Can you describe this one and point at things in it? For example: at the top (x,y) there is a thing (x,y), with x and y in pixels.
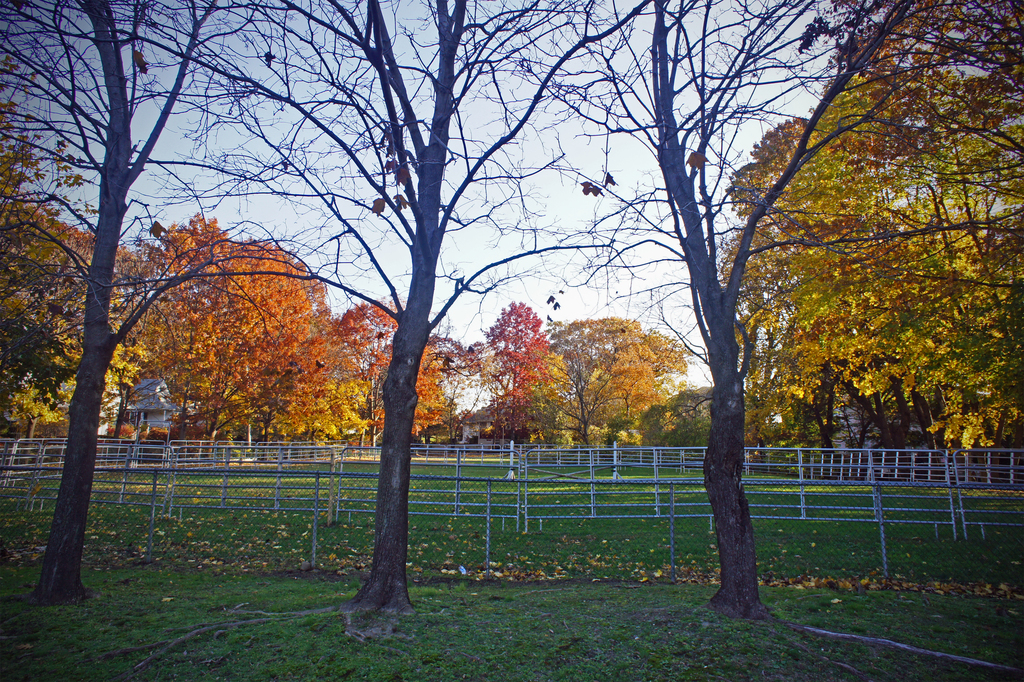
In this image I can see some grass (523,622) on the ground (623,636), few trees (739,510), the railing (758,480) and few buildings (155,424). In the background (839,406) I can see few trees (861,267) which are green, orange and yellow in color and the sky (494,233).
